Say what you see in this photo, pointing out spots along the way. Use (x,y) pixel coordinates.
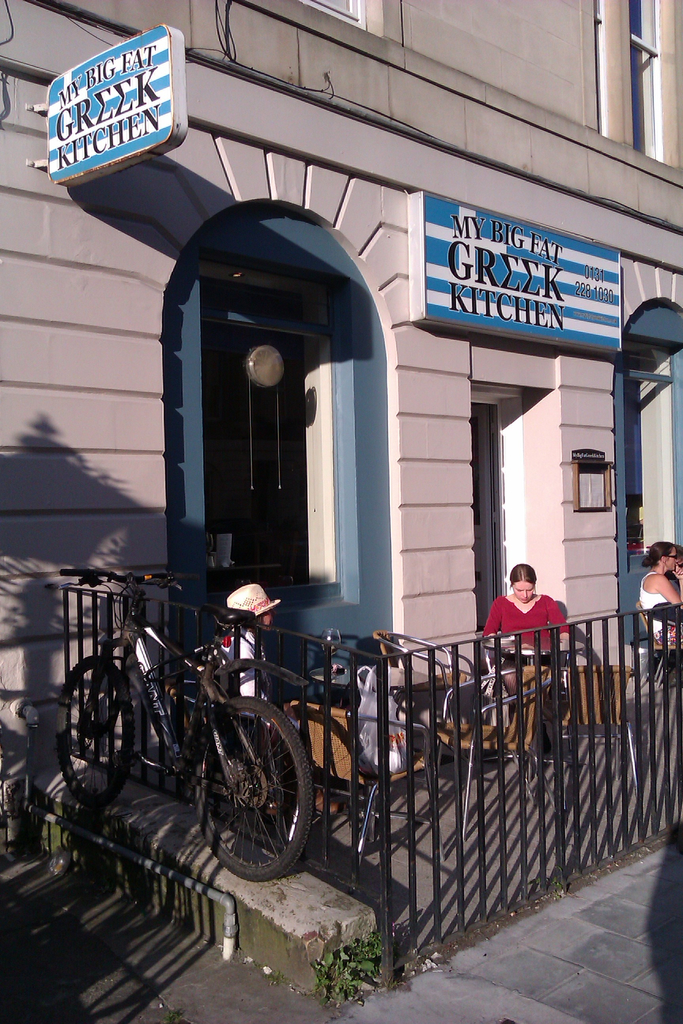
In this image I can see a building (202,325). There are windows (310,298), boards (433,306), tables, chairs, there are few persons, there are grilles (355,733) and there is a bicycle (232,828).
